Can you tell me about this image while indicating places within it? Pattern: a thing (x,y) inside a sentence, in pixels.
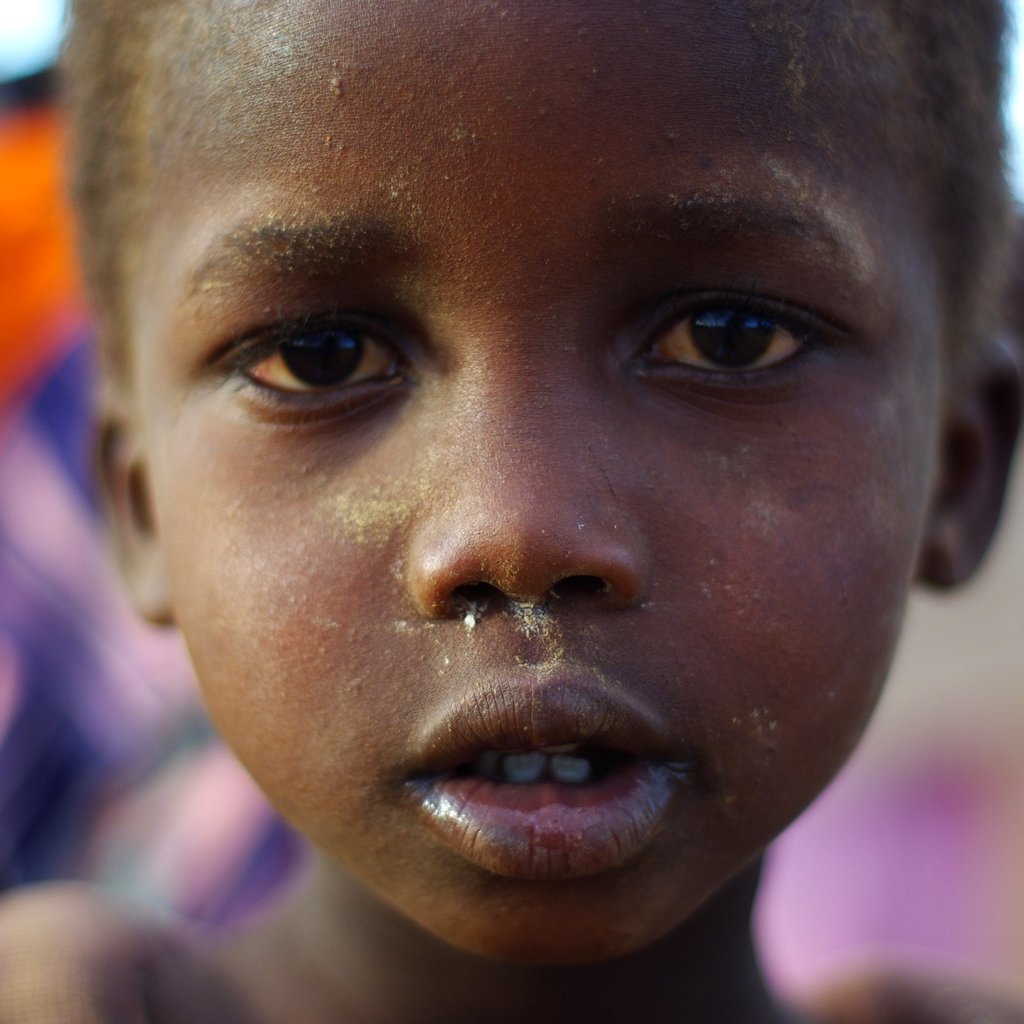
In this picture we can see a boy (574,629). There is a blur background (23,287).
